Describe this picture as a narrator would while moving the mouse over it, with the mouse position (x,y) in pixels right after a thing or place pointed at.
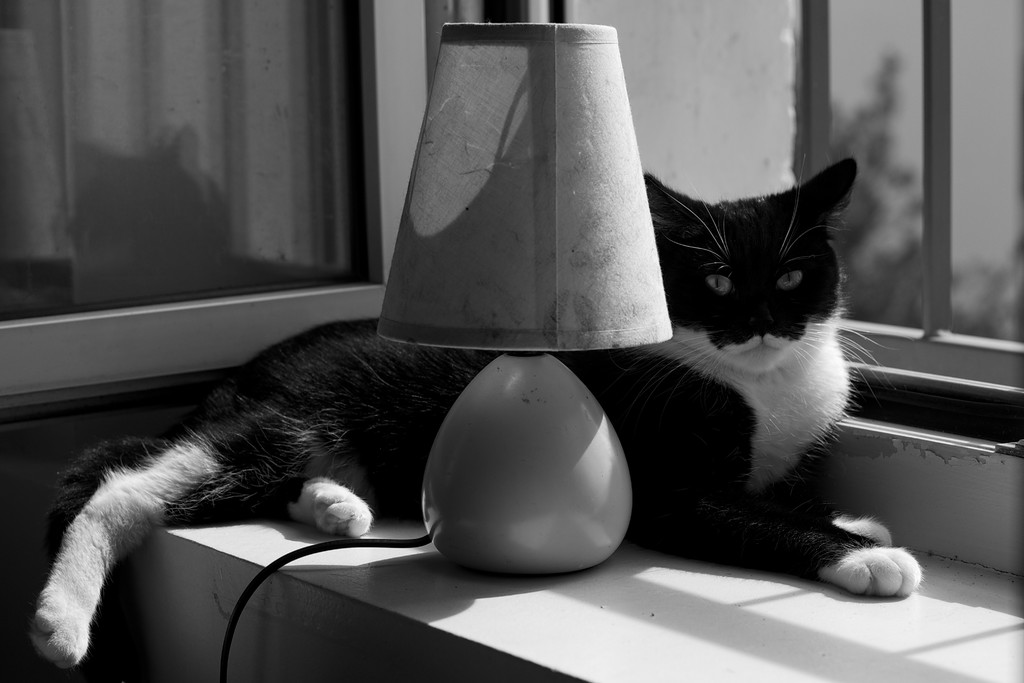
We can see cat (624,414) and lamp (610,426). On the background (845,93) we can see glass window (965,180). From this glass window (890,219) we can see tree (861,280).
